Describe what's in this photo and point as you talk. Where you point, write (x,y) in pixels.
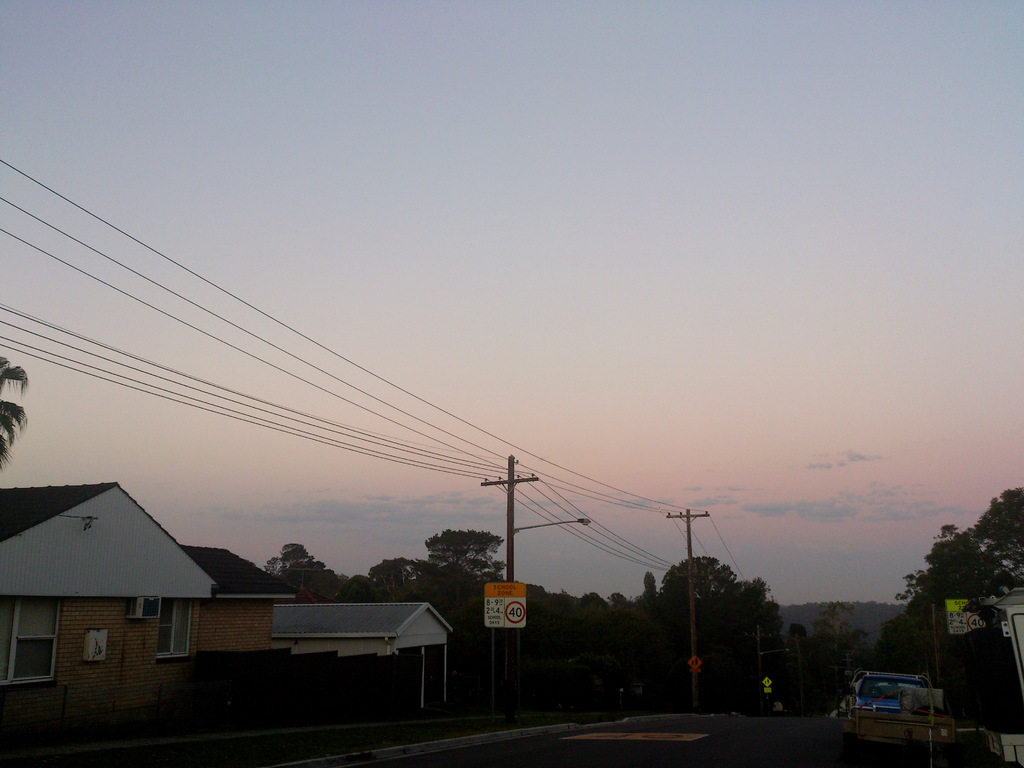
There is a house (142,625) with the windows (164,642), there are trees (721,623) and poles (509,673) with the cables (468,442), this is road (721,734) and a sky (610,236).
